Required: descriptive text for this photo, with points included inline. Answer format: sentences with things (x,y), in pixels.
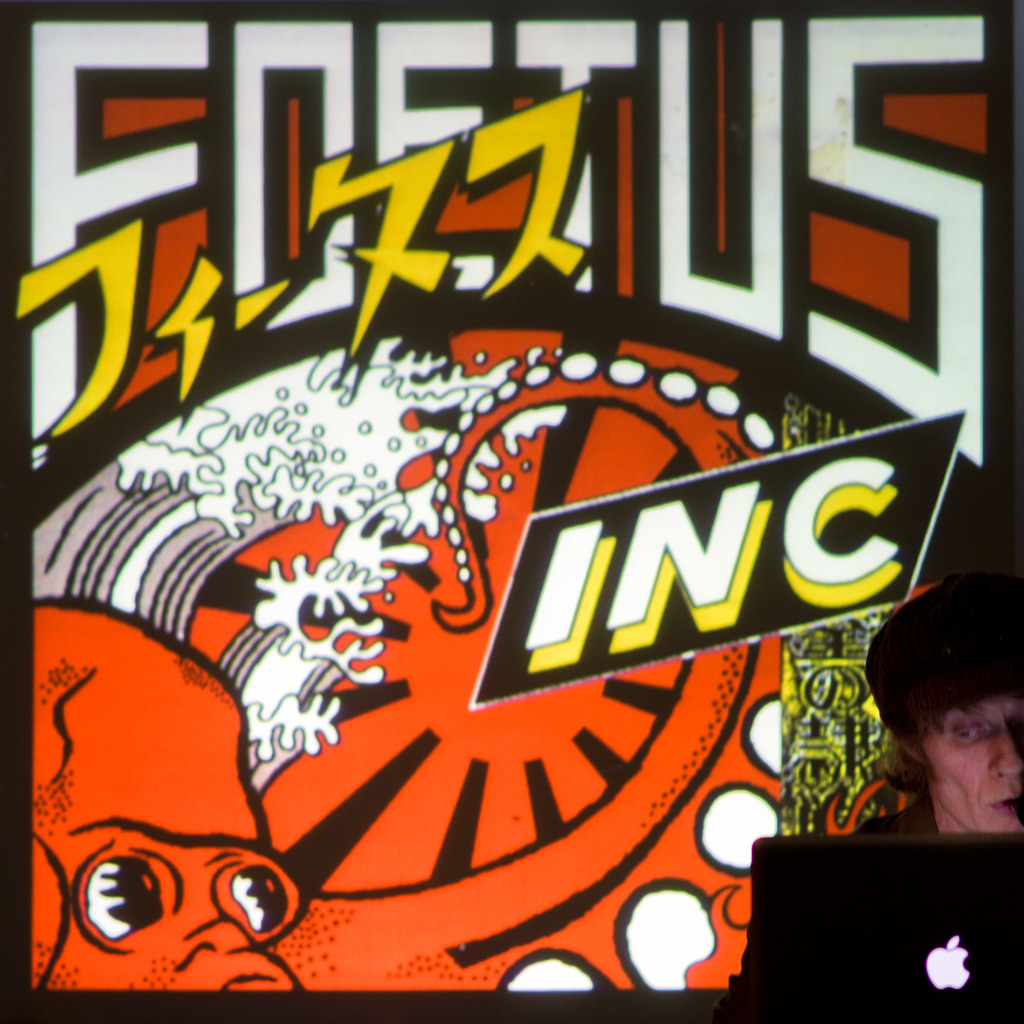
On the right side of the image (967,810) we can see a person (990,785) wearing a cap (928,643) and there is a laptop (832,966). In the background (178,733) we can see a board (336,726).
